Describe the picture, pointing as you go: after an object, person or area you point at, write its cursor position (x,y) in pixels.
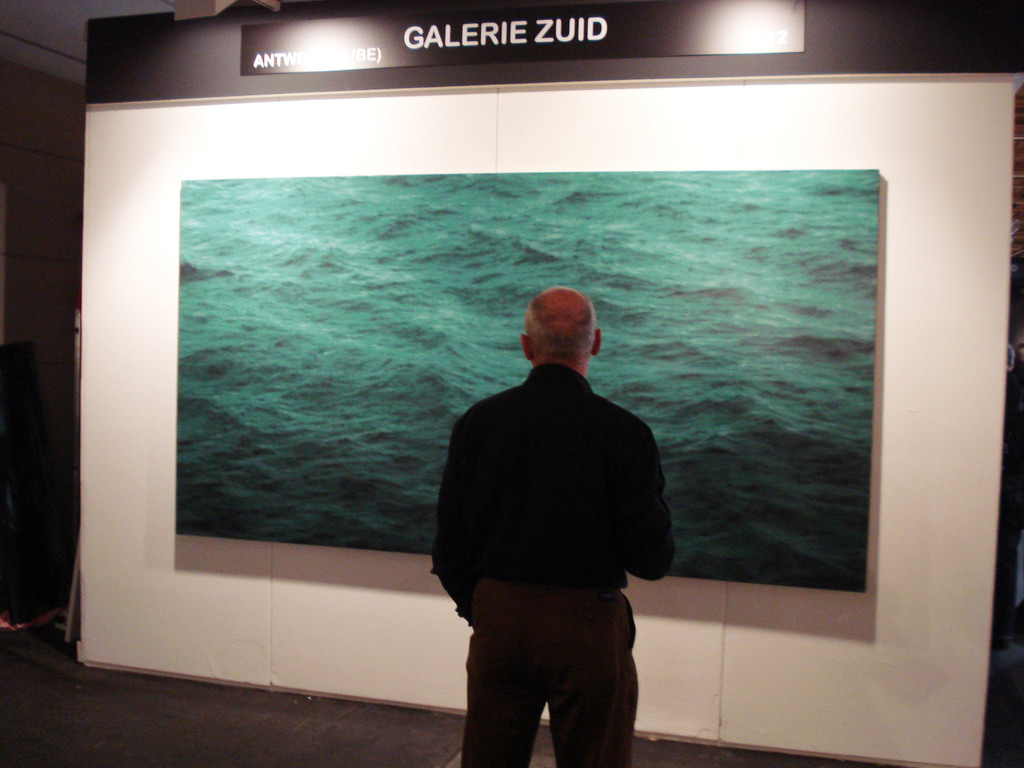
In this image there is a person (540,711) standing on a floor (174,722), in the background (950,80) there is a wall (931,681) for that wall (962,85) there is a painting (811,340), at the top (519,41) there is text (574,35) and lights (221,5).
